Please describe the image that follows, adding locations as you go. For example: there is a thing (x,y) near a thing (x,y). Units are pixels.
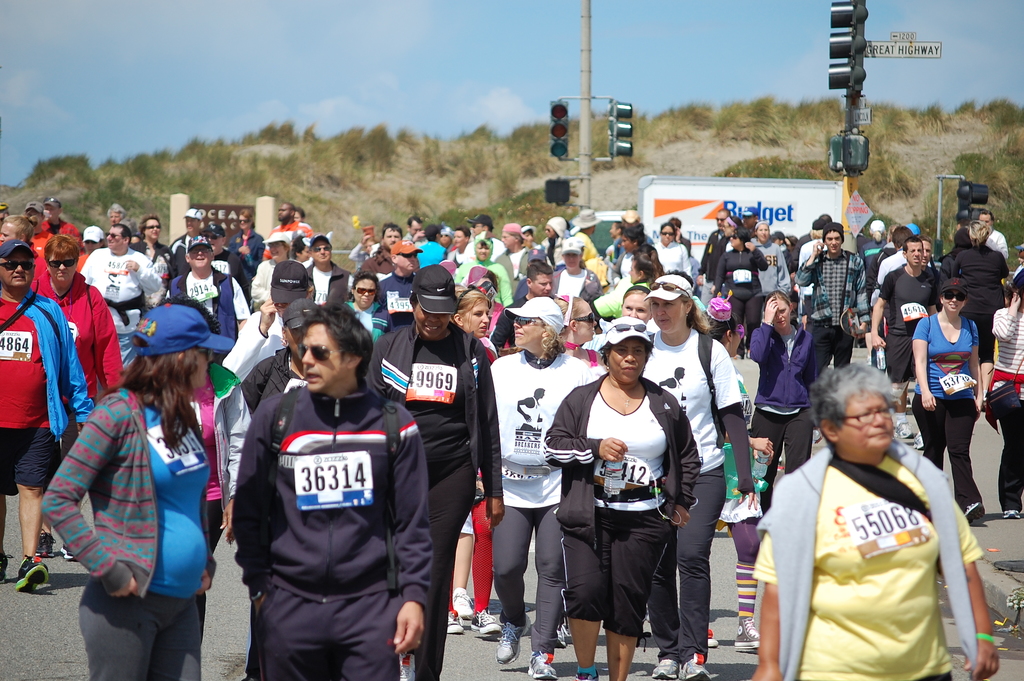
In this picture I can observe people (388,300) walking on the road (952,488). There are men (232,363) and women (186,427) in this picture. On the right side (840,155) I can observe traffic signals (833,22) fixed to the poles (588,187). In the background (658,122) there are some plants (287,168) on the ground (480,155) and I can observe some clouds (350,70) in the sky (322,72).
